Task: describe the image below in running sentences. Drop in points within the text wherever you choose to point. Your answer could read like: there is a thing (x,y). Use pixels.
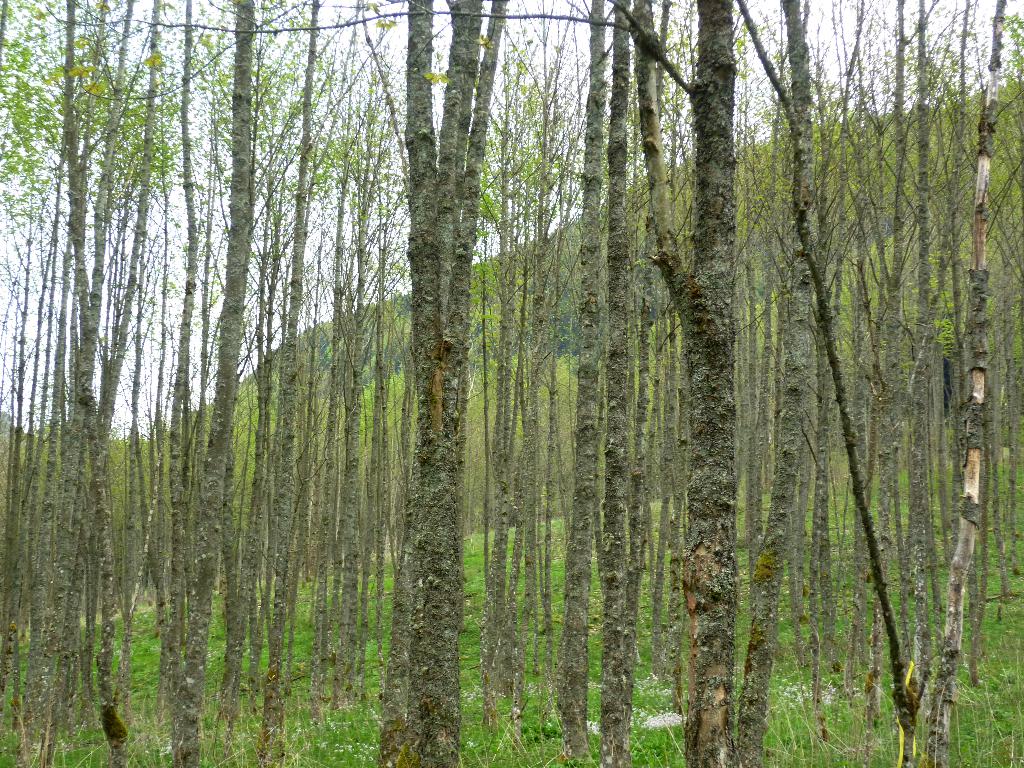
In this image, we can see tall trees (435,537) and grass (838,659). We can also see the sky (196,167).
